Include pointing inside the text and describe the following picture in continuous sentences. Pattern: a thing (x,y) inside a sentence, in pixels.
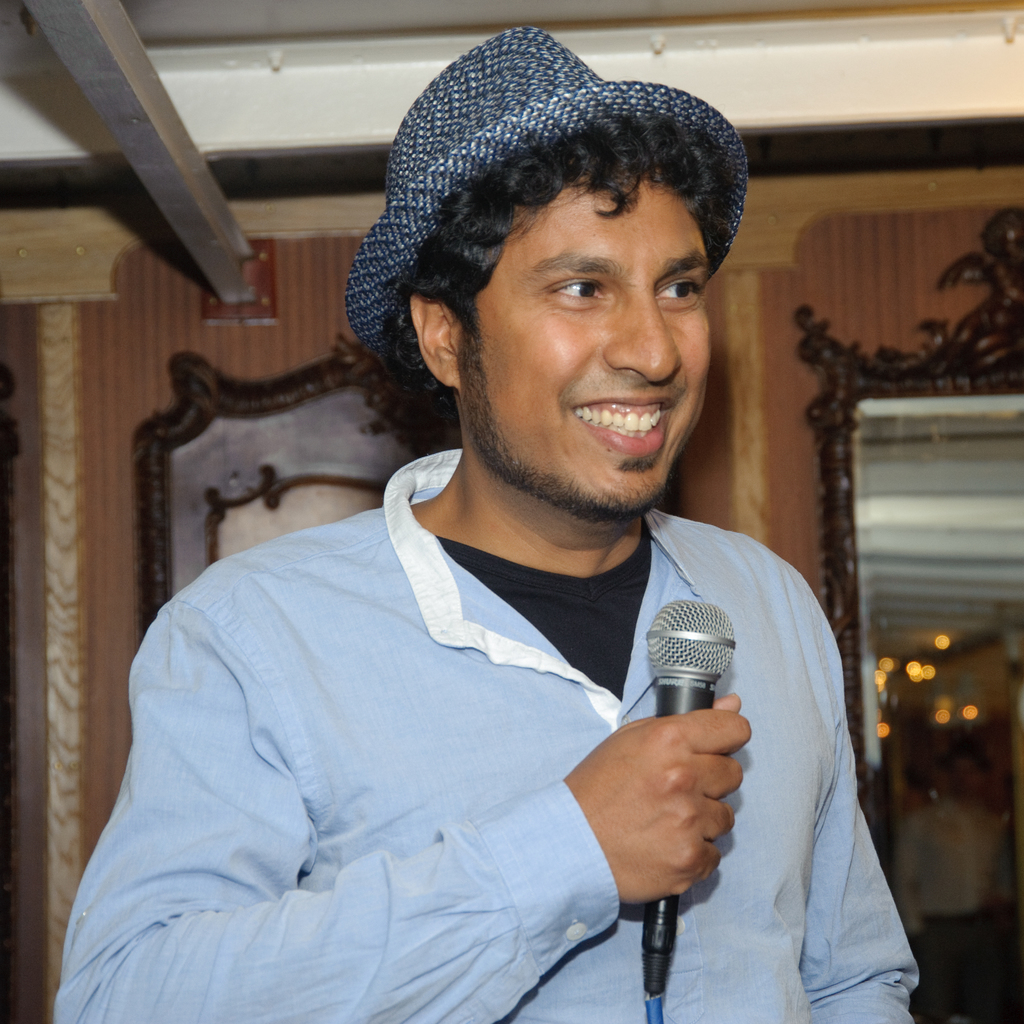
This image is clicked inside a room (749,358). There is a man (356,282) standing and laughing. He is wearing a blue shirt (697,940) and blue hat (484,67). He is also holding a mic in his hand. In the background (74,345) there is a wall (245,329).
